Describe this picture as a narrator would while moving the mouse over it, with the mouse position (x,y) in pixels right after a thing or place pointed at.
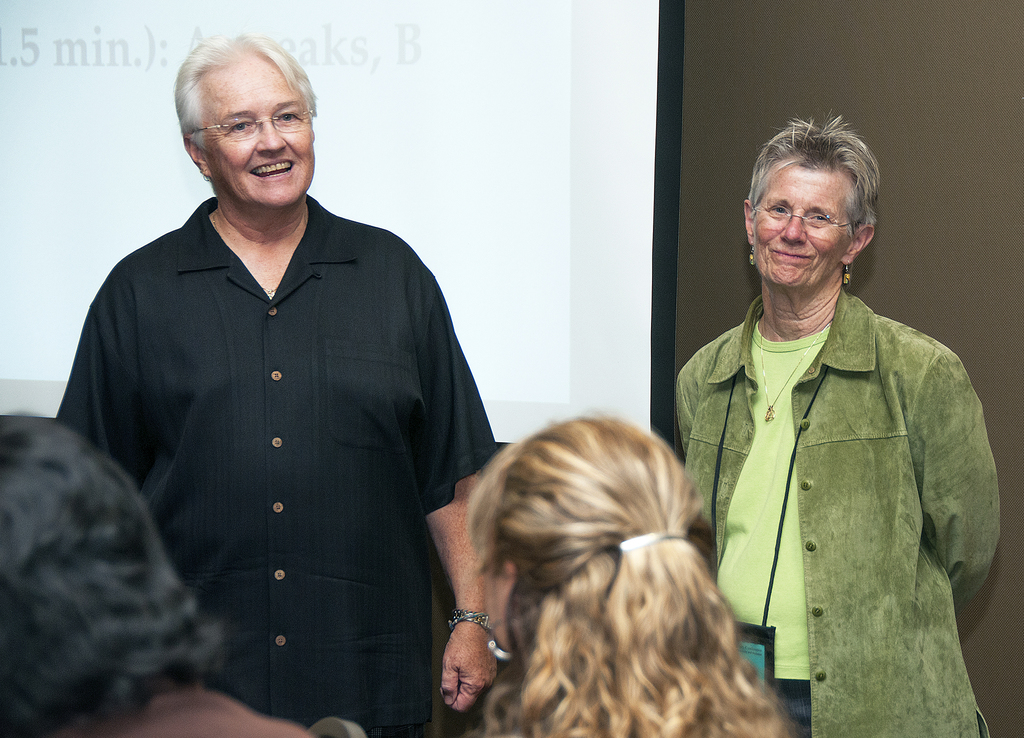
In this picture I can observe women (523,580) in the middle of the picture (342,325). Behind them I can observe projector display screen (354,191). In the background (690,143) I can observe wall (757,115).
